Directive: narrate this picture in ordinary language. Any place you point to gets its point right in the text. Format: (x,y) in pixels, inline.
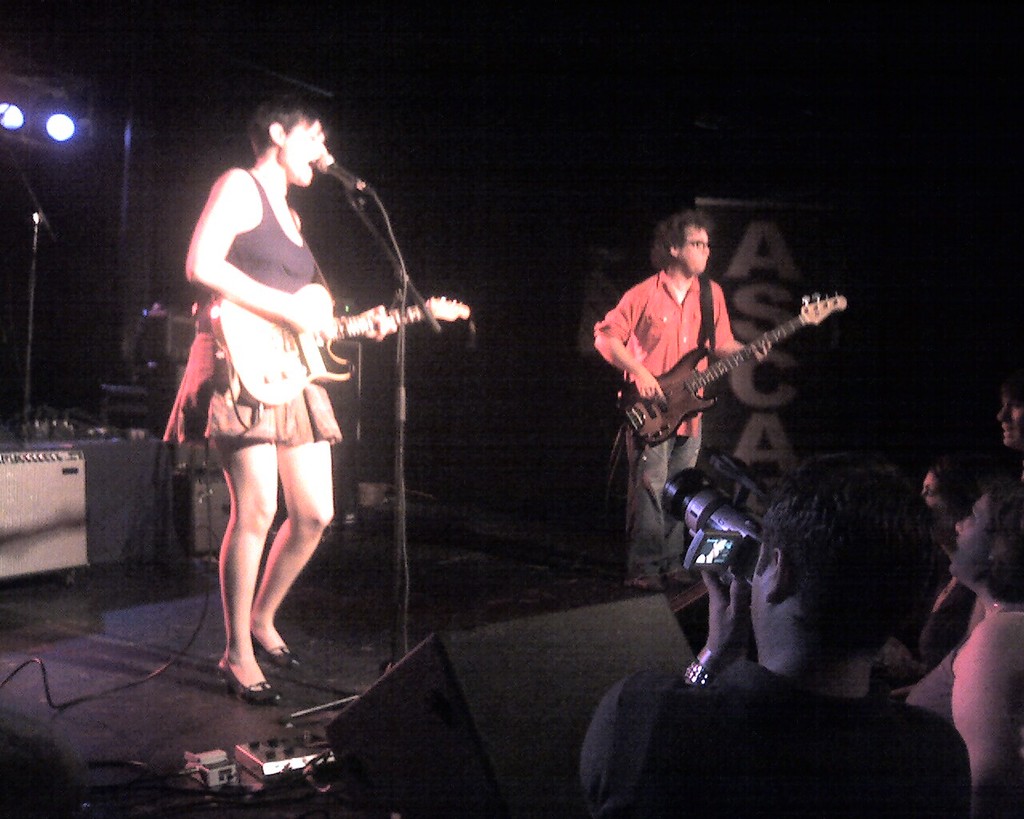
There is a woman (253,486) standing on a stage (378,618), she is playing and she is singing and a man (673,353) is playing guitar (697,355). There is a speaker (459,674) and a microphone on the stage (378,632). At the bottom of the image (869,589) there is a Person (791,707) holding camera (679,499) and at the top of the image (71,120) there is a light (64,132).
